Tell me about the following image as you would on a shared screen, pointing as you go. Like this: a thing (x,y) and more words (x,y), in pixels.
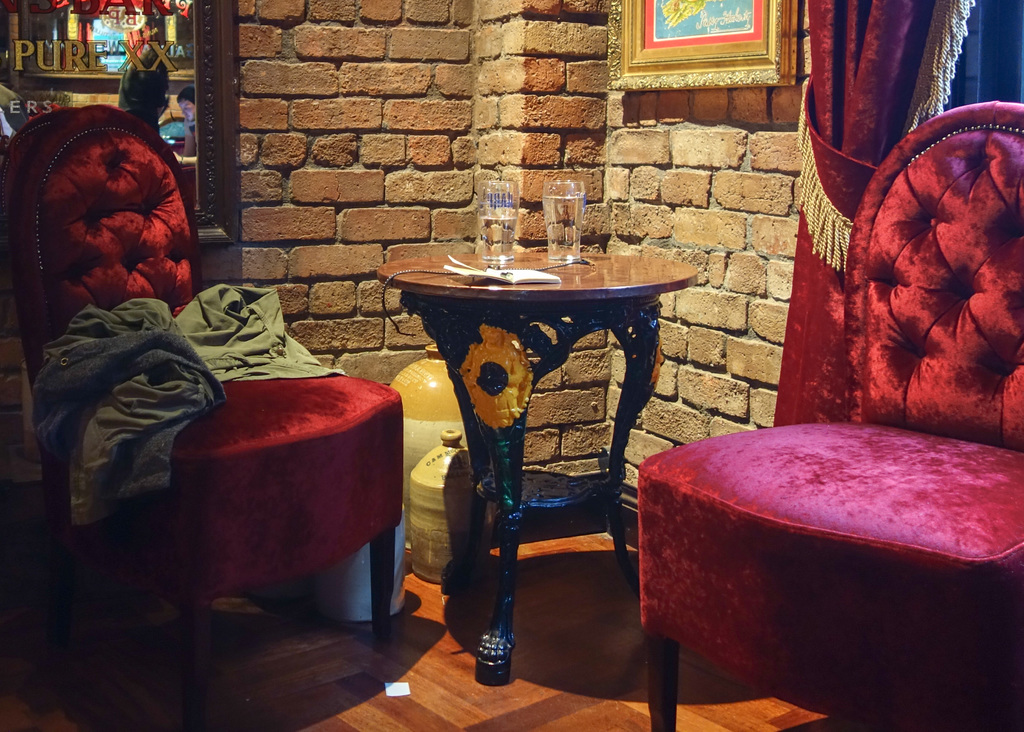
In the middle of the image (654,482) we can see two chairs (136,229) and table (592,286), on the table (422,278) we can see a paper (476,275) and glasses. Behind the table (439,283) we can see a brick wall (466,171). On the wall (288,134) we can see some frames (673,6) and curtain (925,1).
